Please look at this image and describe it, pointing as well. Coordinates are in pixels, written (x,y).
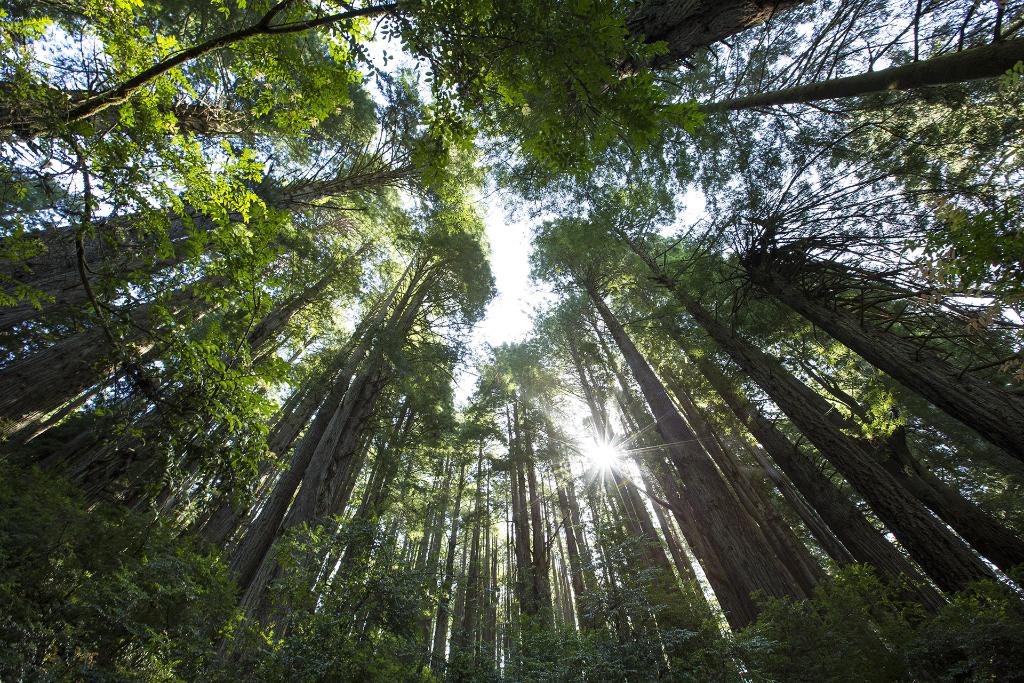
In this image I can see number of trees (596,254) and in the background (565,402) I can see the sky (509,333). I can also see the sun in the centre of this image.
